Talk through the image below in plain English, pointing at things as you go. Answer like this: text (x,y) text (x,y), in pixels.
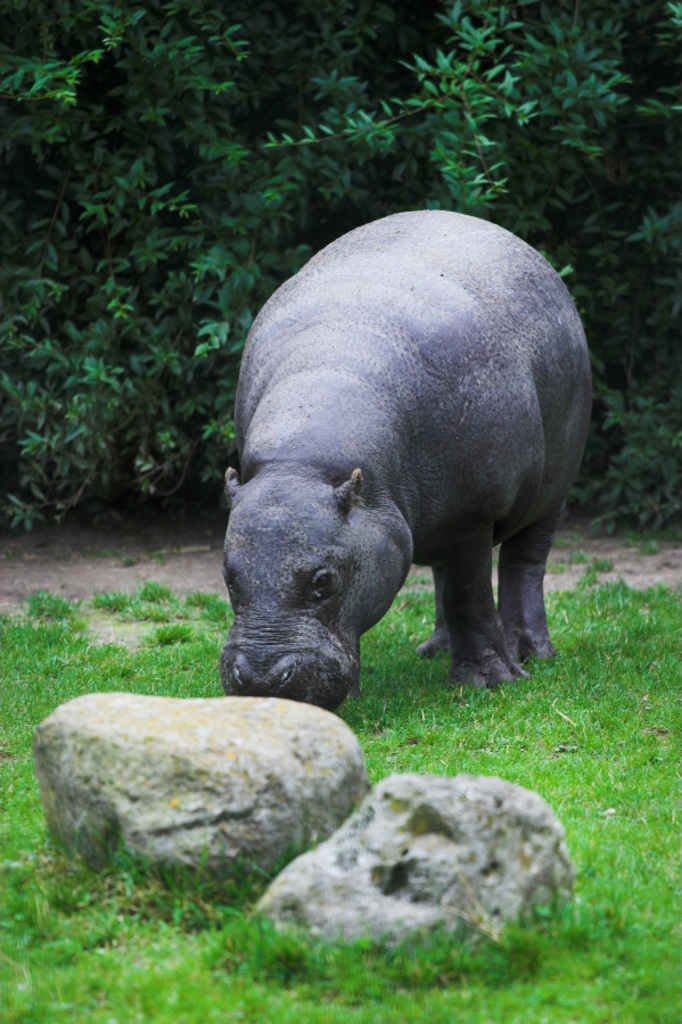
In this image we can see an animal (413,499) on the ground (219,643), there are two stones (237,770) in front of the animal (470,406) and there are few trees (244,149) in the background (320,145).
